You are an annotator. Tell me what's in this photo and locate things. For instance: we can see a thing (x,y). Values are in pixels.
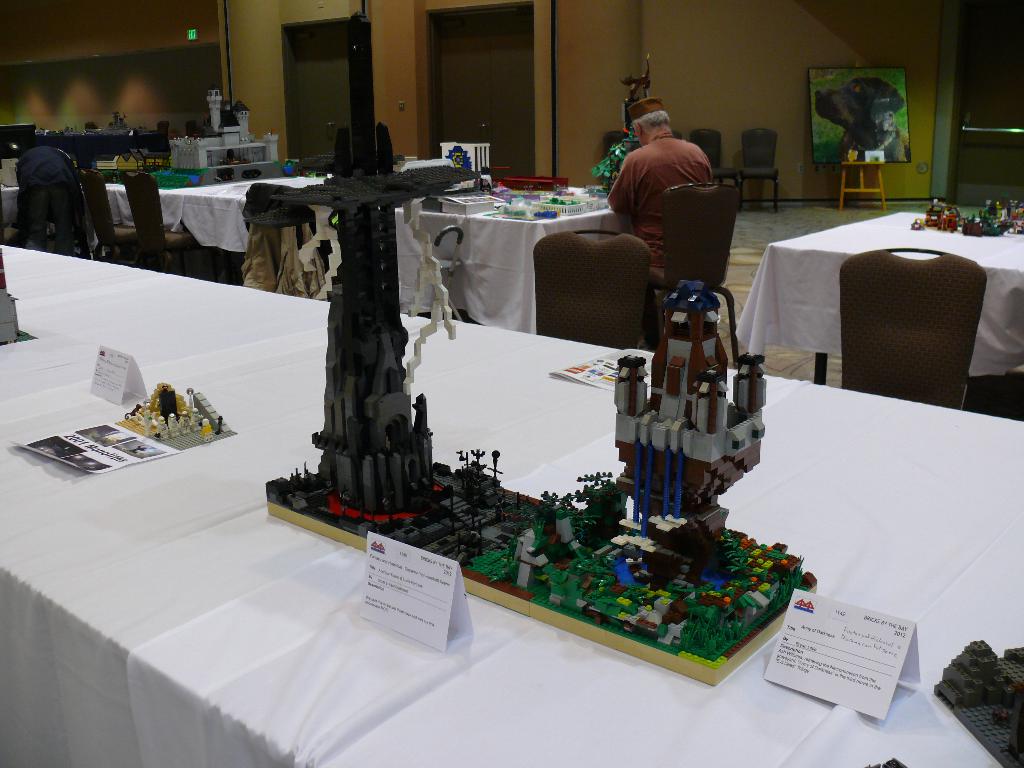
It is a project expo there are different types of projects (404,450) kept on the table (924,695) and in front of each item (515,571) there is a label card (406,602) and a person (655,197) is sitting in front of one of the table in the middle (494,269), he is doing some work and in the background (706,53) there is a wall (710,77) and there are two chairs (772,133) kept in front of the wall (788,148), on the right side (880,134) there is painting (851,145) kept on a stool (883,190).
